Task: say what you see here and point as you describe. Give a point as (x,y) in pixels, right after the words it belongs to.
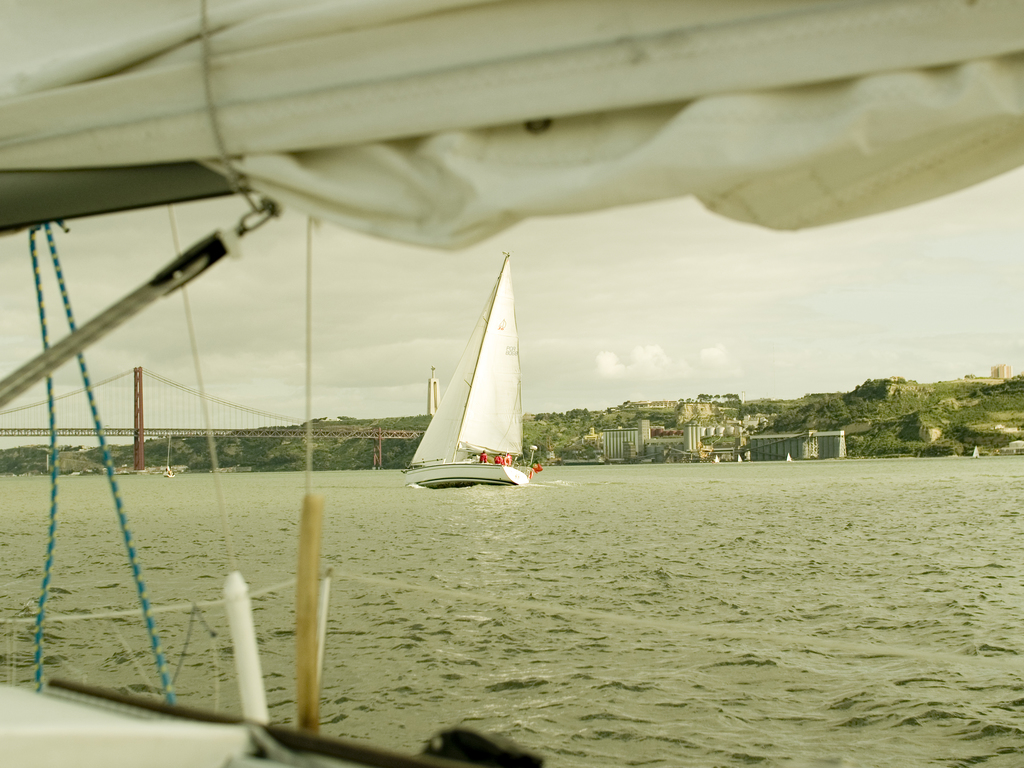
In this image at the bottom (515,606) there is a river (514,571) and in the foreground (415,579) there are ropes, plastic covers (289,112), and at the bottom (157,764) it looks like a deck (144,754) of a ship (291,750). In the background (497,317) there is a ship (501,451), bridge (45,435), buildings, trees (550,434) and at the top (873,251) there is sky (554,357).
